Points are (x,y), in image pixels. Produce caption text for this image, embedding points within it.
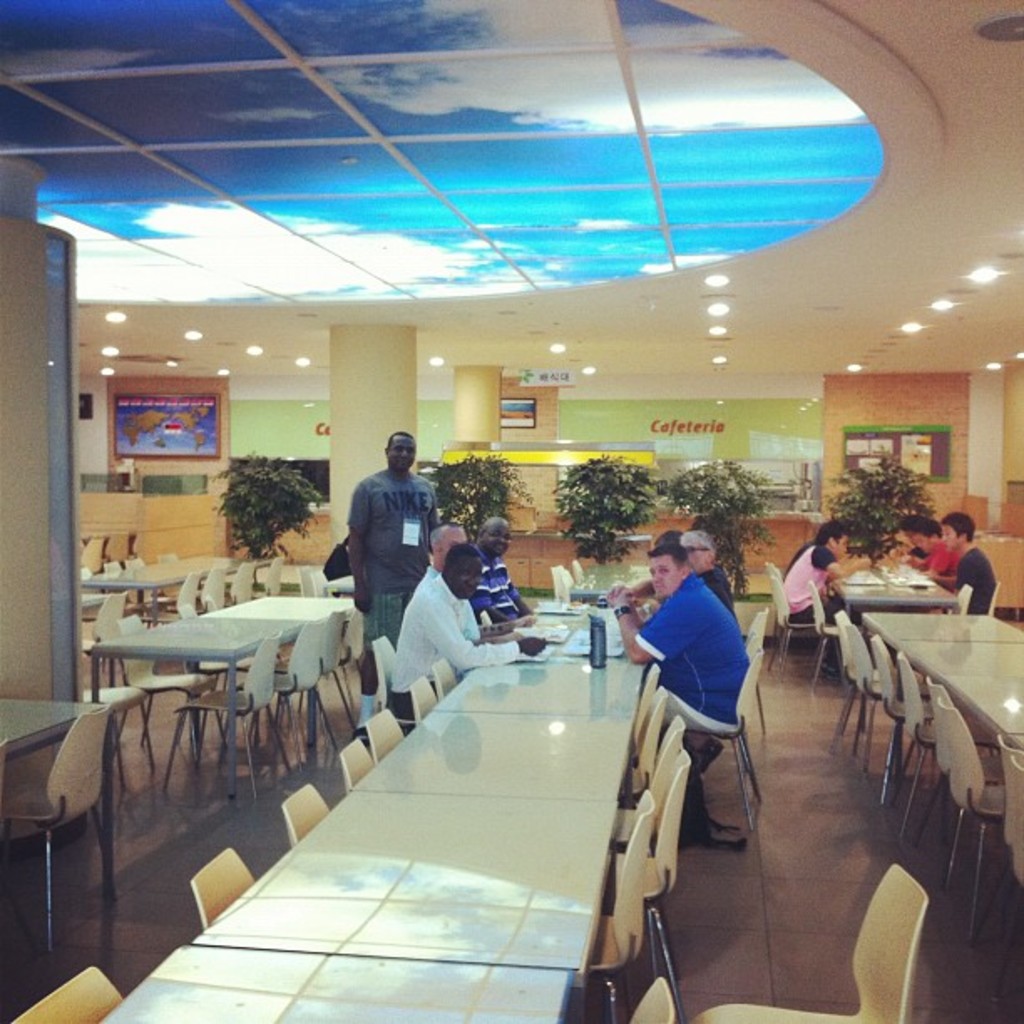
In this image there are group of people (505,617) sitting in chair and in table (568,670) there is bottle (599,622), paper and in back ground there are group of people (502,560) sitting in chair (855,679), another man (415,577) standing, plant (574,497), light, sky (675,45), table (110,587).
